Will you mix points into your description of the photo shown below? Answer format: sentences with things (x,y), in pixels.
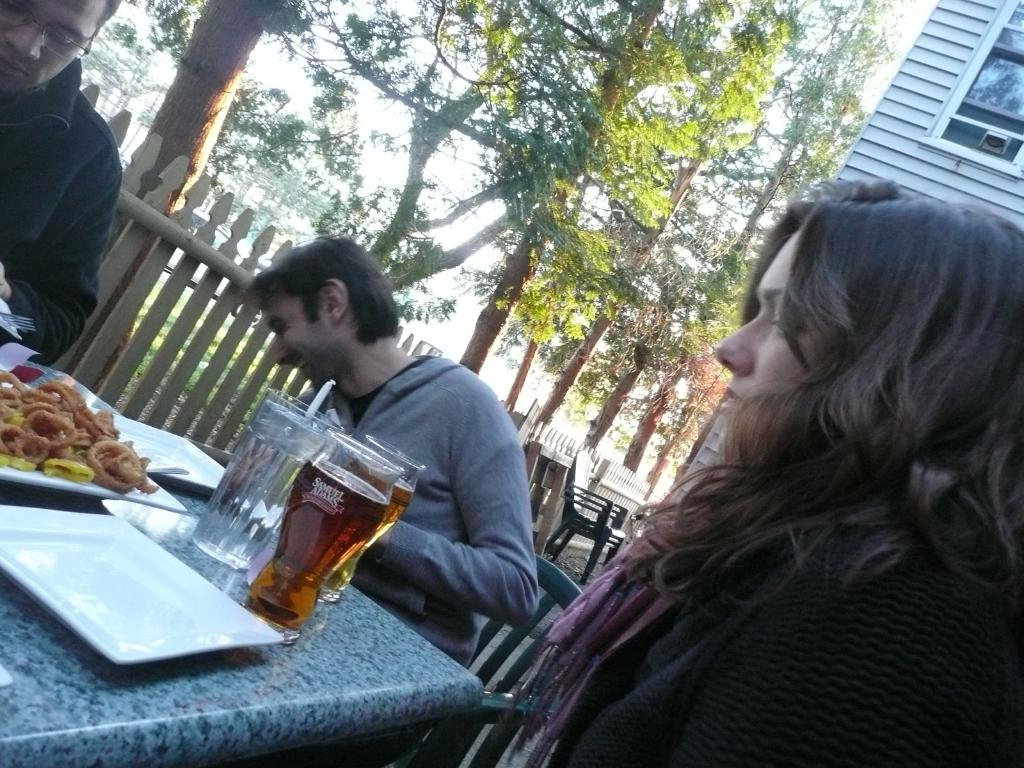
In the image we can see there are people (828,631) who are sitting on chair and on table (23,674) which is made up of marble (147,712) there is a plate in which there are food items (93,438) and at the back (973,127) there are trees (687,133) and building (923,116). On table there are beer glass (324,524) and water glass (265,510).
